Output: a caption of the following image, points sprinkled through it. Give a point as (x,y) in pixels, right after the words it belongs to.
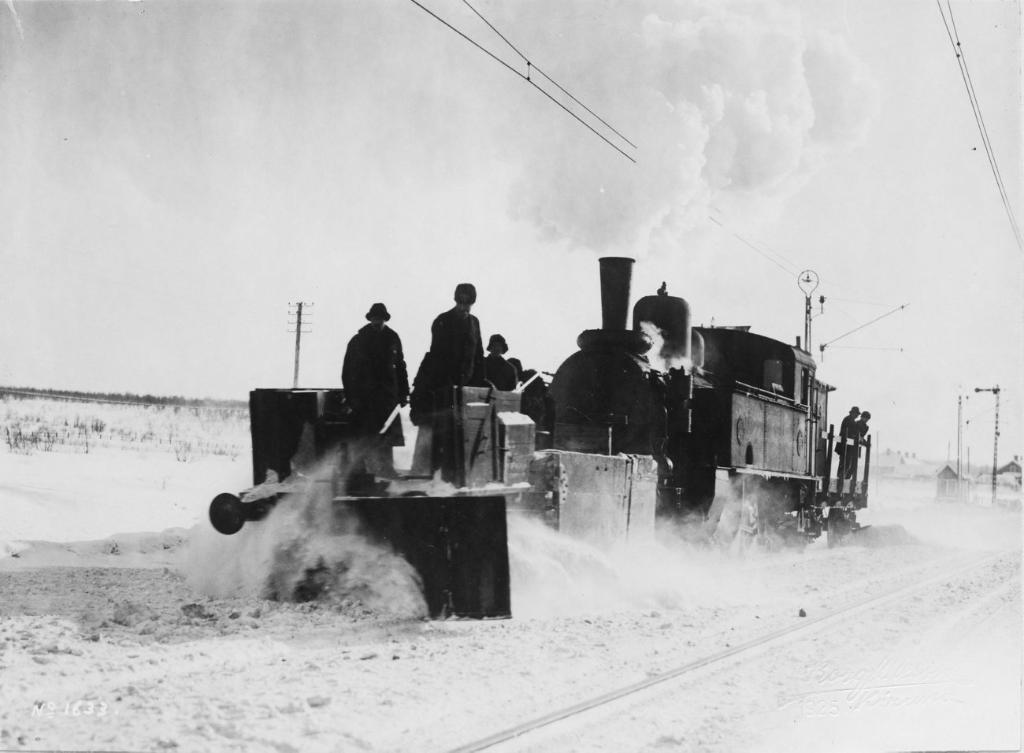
In this image I can see some people (466,366) are standing on the train (427,471). I can also poles (997,397) and wires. In the background (971,418) I can see the sky (269,209). This picture is black and white in color.
